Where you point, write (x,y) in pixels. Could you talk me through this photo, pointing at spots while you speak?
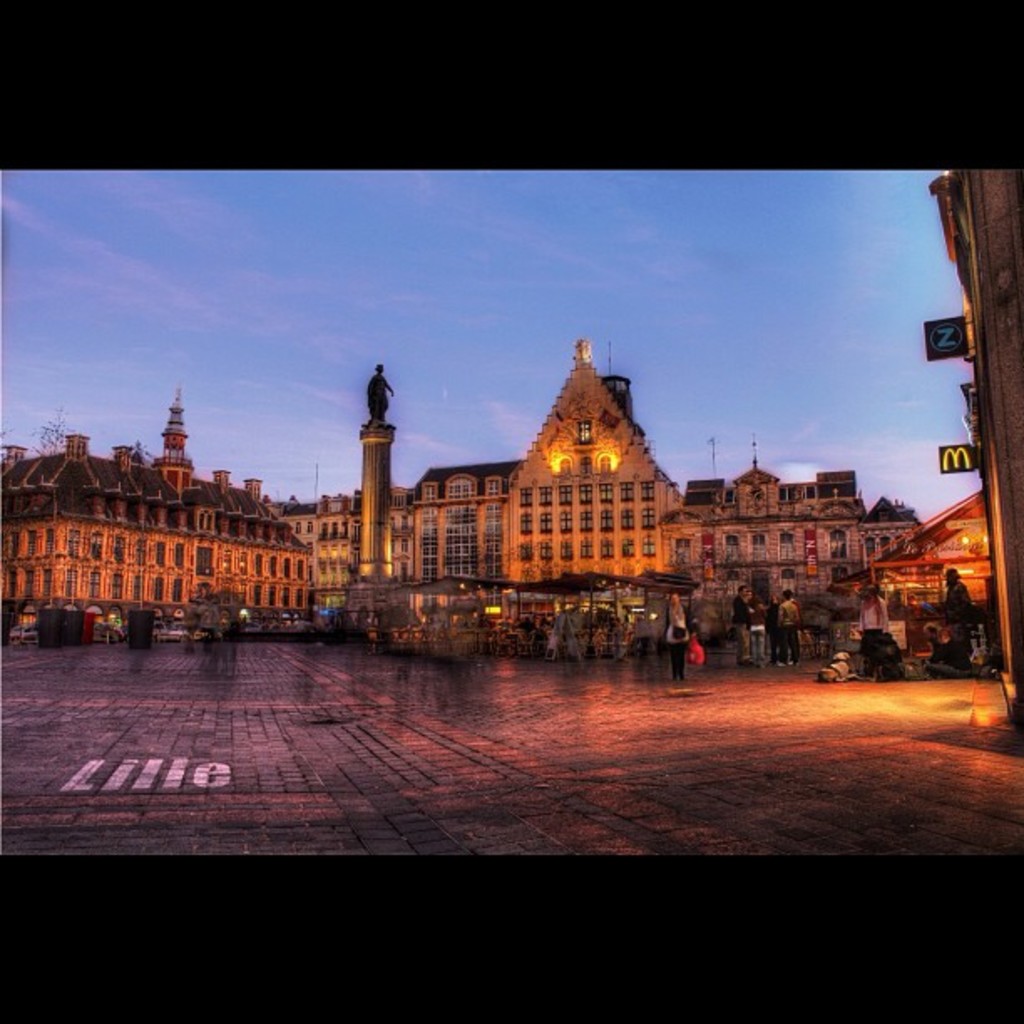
In this picture, we see people (796,625) are standing. Behind them, we see stalls (407,605) and on the left side (141,631), we see plastic boxes (72,622) in black and red color. In the middle of the picture (377,559), we see a statue (365,545). There are buildings (166,531) in the background (724,501). At the top (466,201), we see the sky (665,339). At the bottom (537,820), we see the pavement (506,787). At the top (363,70) and at the bottom of the picture (535,931), it is black in color. This might be an edited image.
